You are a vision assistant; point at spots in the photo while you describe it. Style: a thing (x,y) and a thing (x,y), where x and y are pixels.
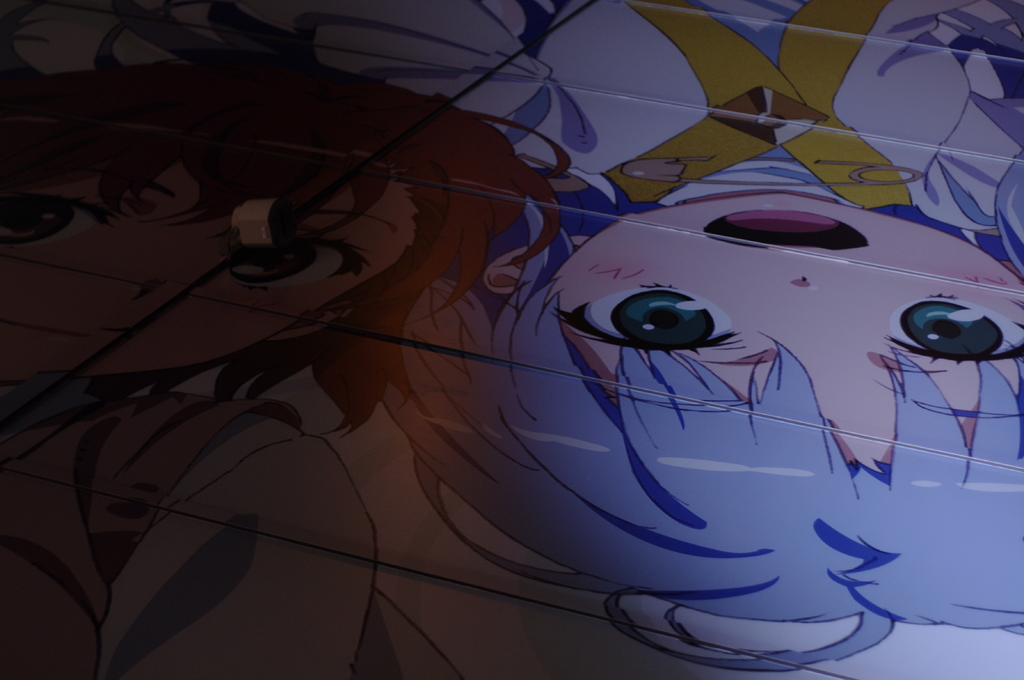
In this image in the foreground (983,211) we can see some anime characters (531,233) one on the left side (41,267) and one on the right side (951,279).
